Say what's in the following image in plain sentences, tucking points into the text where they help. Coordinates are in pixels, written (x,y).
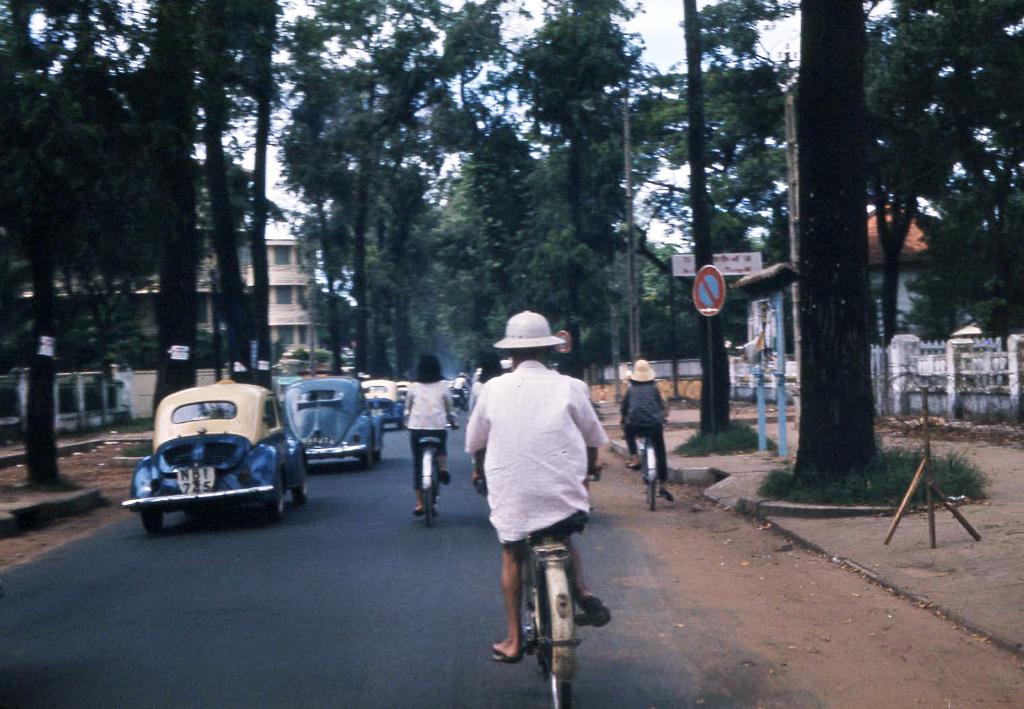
As we can see in the image there are trees (348,125), buildings (280,253), cars (208,439) and few people (482,432) riding bicycles (536,580).
